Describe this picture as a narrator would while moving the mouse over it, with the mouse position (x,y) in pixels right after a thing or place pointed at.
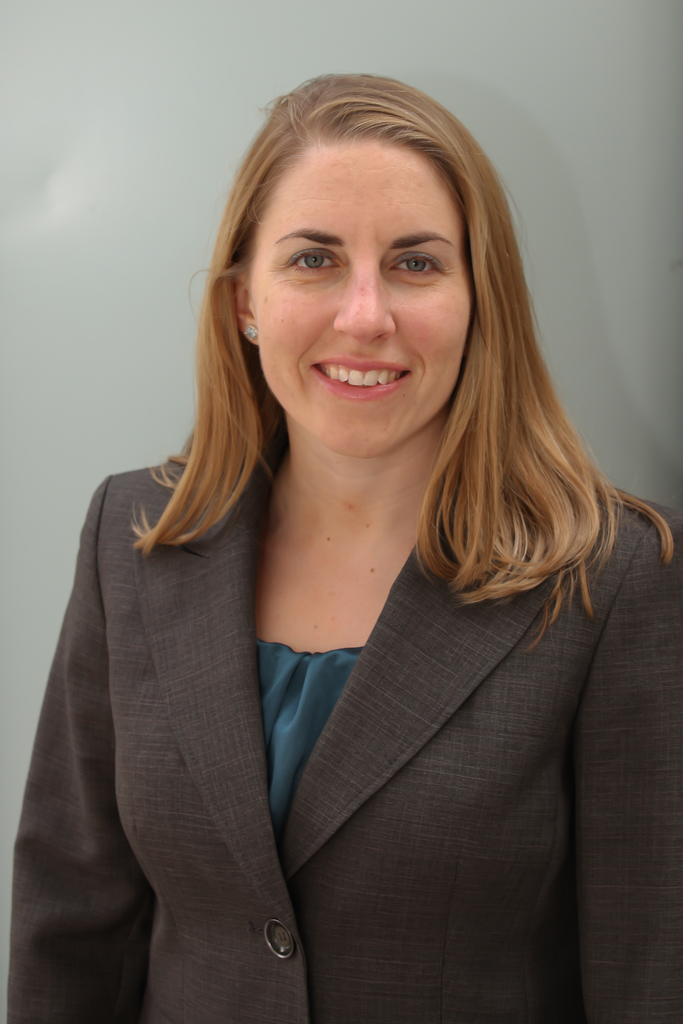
In this image I can see a woman (314,580) and I can see smile (358,359) on her face (355,335). I can also see she is wearing formal dress (317,786).
